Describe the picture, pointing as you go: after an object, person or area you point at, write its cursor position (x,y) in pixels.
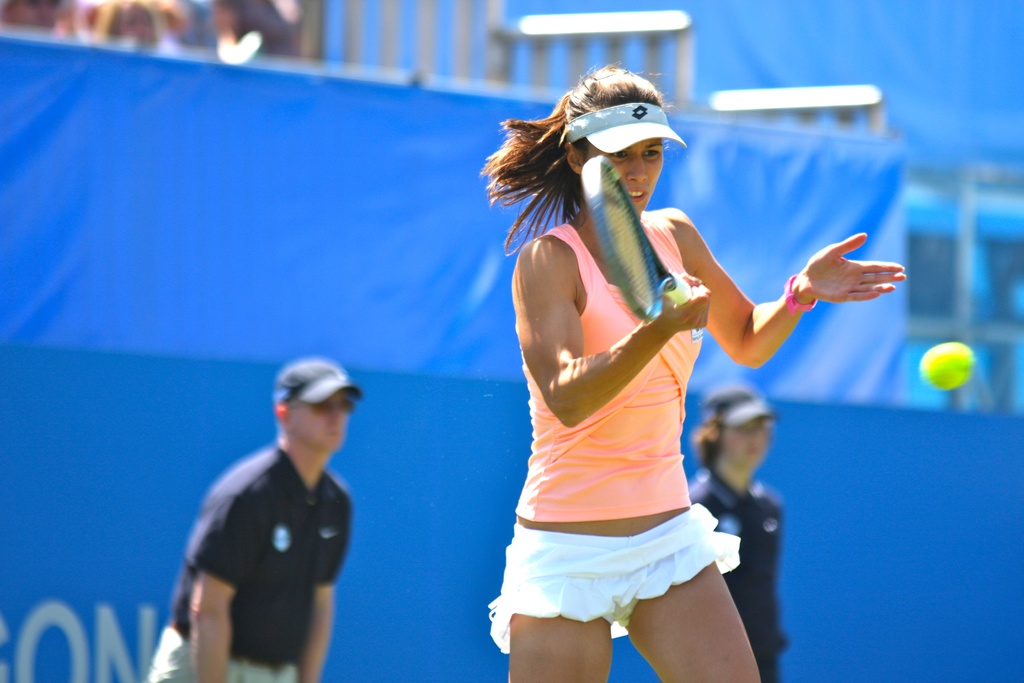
In the center of the image (628,394) we can see three persons (672,401) are in different costumes (521,500). Among them, we can see one person (567,461) is holding a racket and two persons (706,488) are wearing caps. On the right side of the image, we can see a ball (969,357). In the background (910,333), we can see it is blurred.
